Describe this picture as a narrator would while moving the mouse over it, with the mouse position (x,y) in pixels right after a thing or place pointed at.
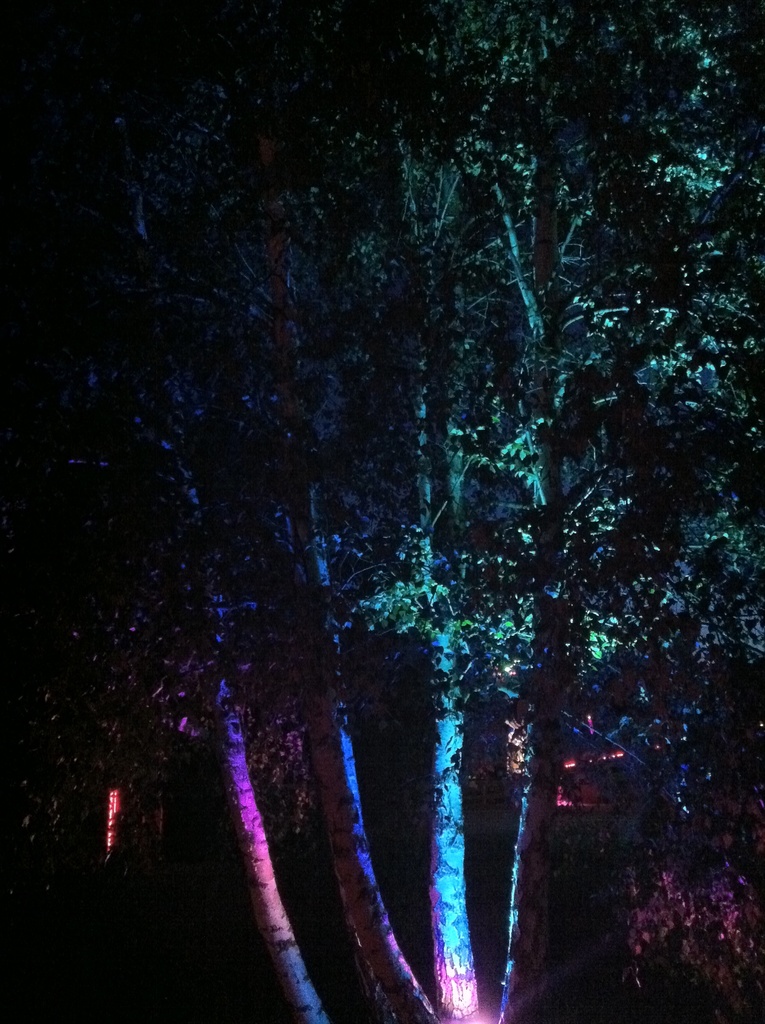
In this image I can see a tree (427,652) and I can see this image is little bit in dark.
